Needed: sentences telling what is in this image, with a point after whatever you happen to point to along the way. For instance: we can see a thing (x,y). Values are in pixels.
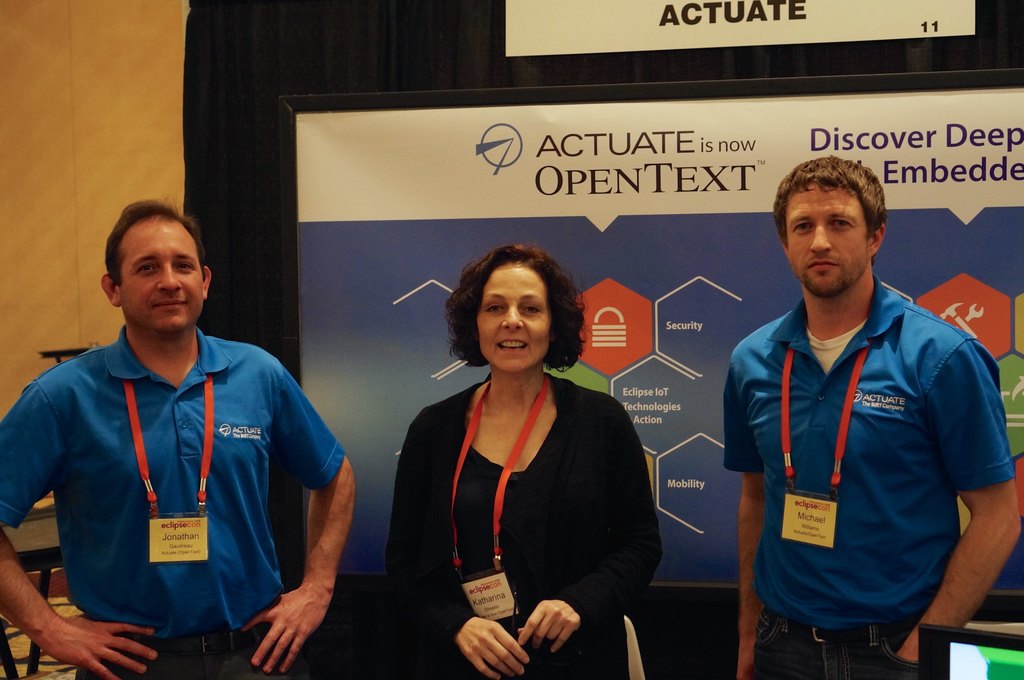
In this image there are two men (192,348) and one woman (550,489) standing, and woman (508,391) is talking and they are wearing tags (163,554). In the background (470,242) there are boards (470,242), on the boards (498,204) there is text (794,17) and curtain (277,54) and wall (183,138). In the bottom right hand corner (954,640) there is screen (980,655), and in the background (61,568) there are some objects (45,560).
